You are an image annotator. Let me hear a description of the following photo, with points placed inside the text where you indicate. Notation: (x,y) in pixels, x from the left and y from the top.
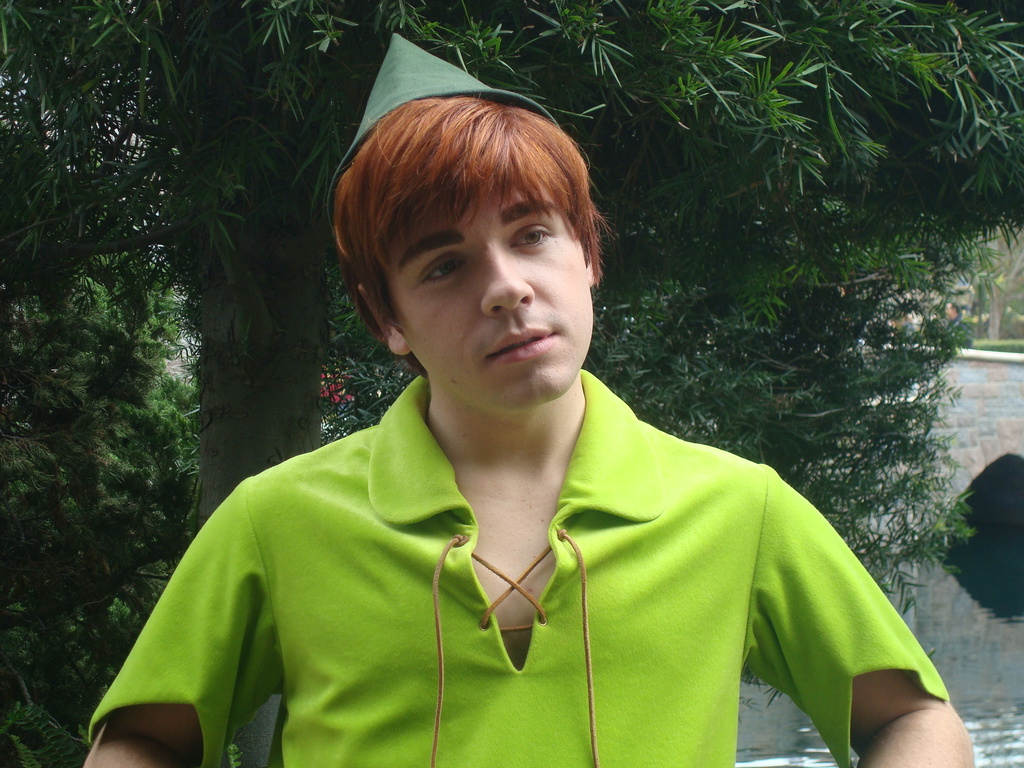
In the foreground of the picture (556,453) there is a person (530,596) in green dress (459,586). In the background (246,226) there are trees (849,234), water (943,624) and a bridge (984,359).
